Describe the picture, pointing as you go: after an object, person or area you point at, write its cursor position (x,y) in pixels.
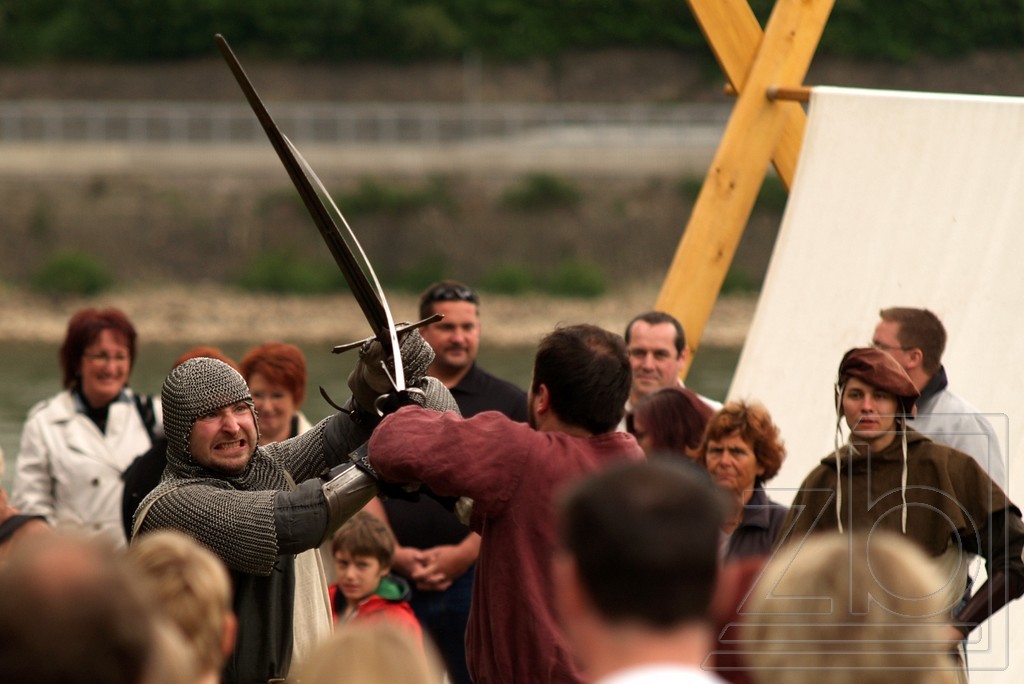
Here in this picture we can see two persons (376,475) practicing fight with the help of swords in their hands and the person (255,448) on the left side (219,401) is wearing whole body Armour (196,494) and around them we can see people (108,363) standing and watching them and behind them we can see a cloth (846,93) present there.
